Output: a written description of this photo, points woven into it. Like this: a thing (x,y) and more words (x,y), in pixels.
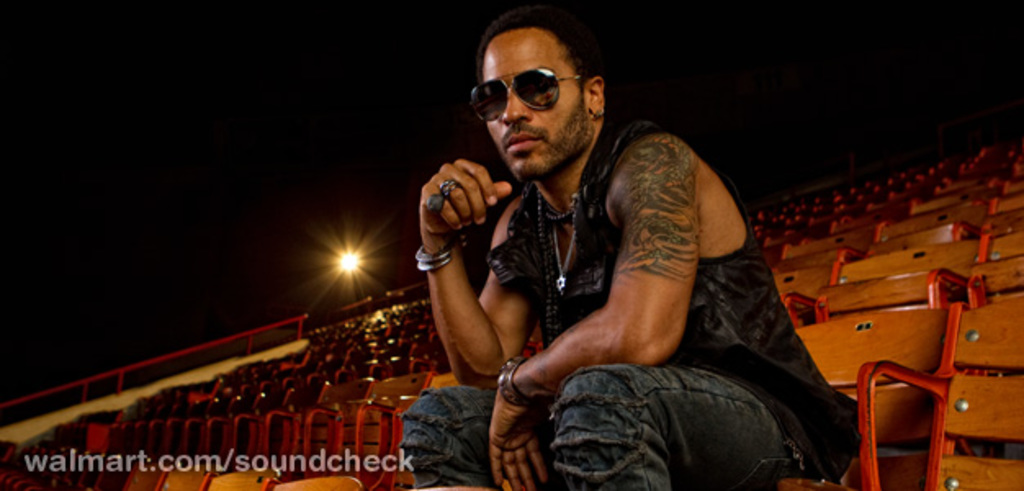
In this picture there is an Auditorium (390,345) which includes many number of chairs (875,339). There is a Man (544,97) with a beard (588,135) and a tattoo (659,219) on his hand (664,244), who is wearing Sun glasses (534,88) and sitting on the chair (867,466). In the background (336,263) there is a light (359,265).
